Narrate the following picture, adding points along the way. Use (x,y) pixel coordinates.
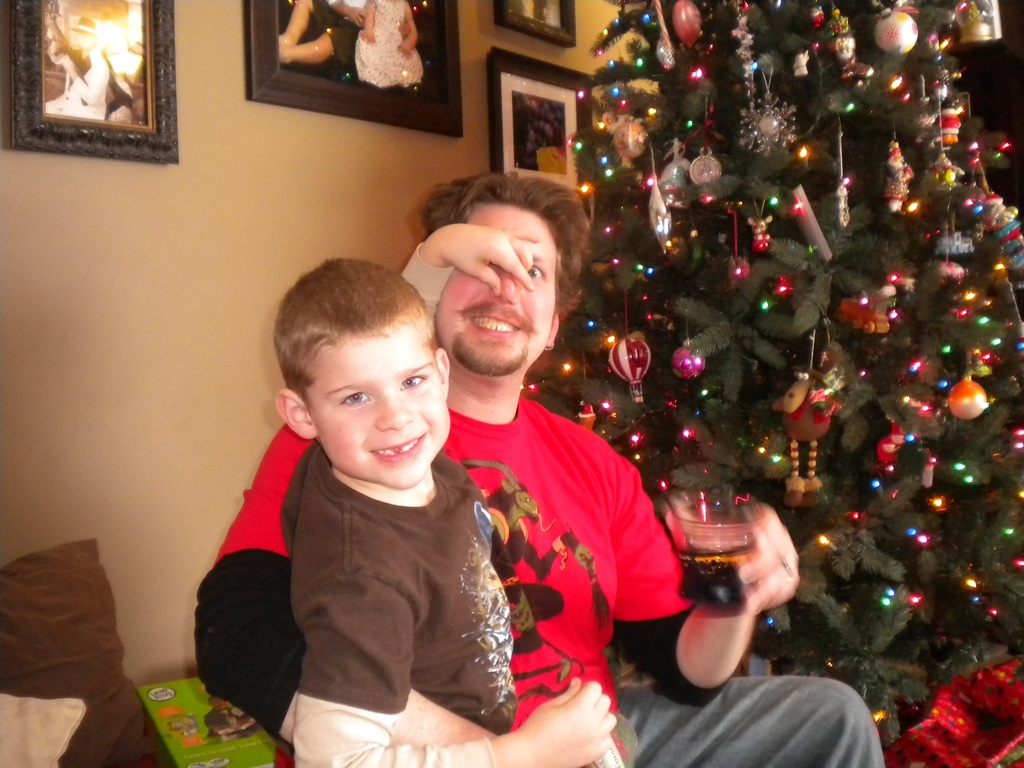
In the given image I can see a people (481,215), photo frames (52,33), Christmas tree (682,200) decorated with lights (711,202) and some other object (115,727).
